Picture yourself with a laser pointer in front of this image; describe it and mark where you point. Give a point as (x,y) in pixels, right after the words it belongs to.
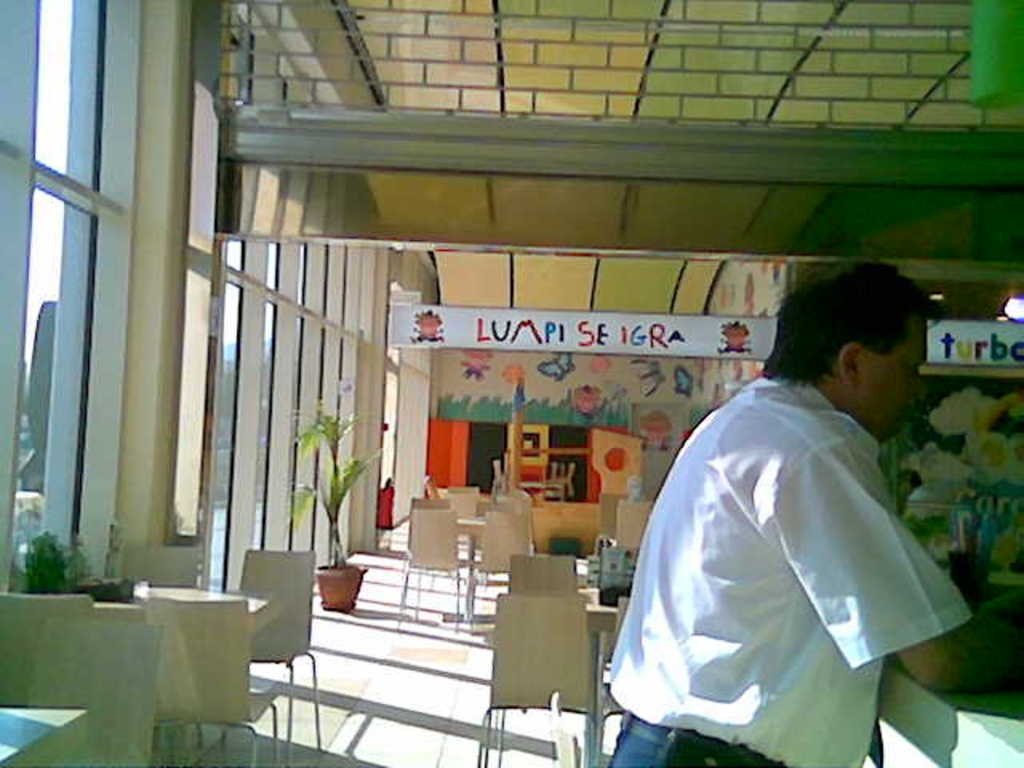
In this image there is a person (680,498) standing and at the background of the image (257,657) there are tables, chairs (257,628), lamps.
